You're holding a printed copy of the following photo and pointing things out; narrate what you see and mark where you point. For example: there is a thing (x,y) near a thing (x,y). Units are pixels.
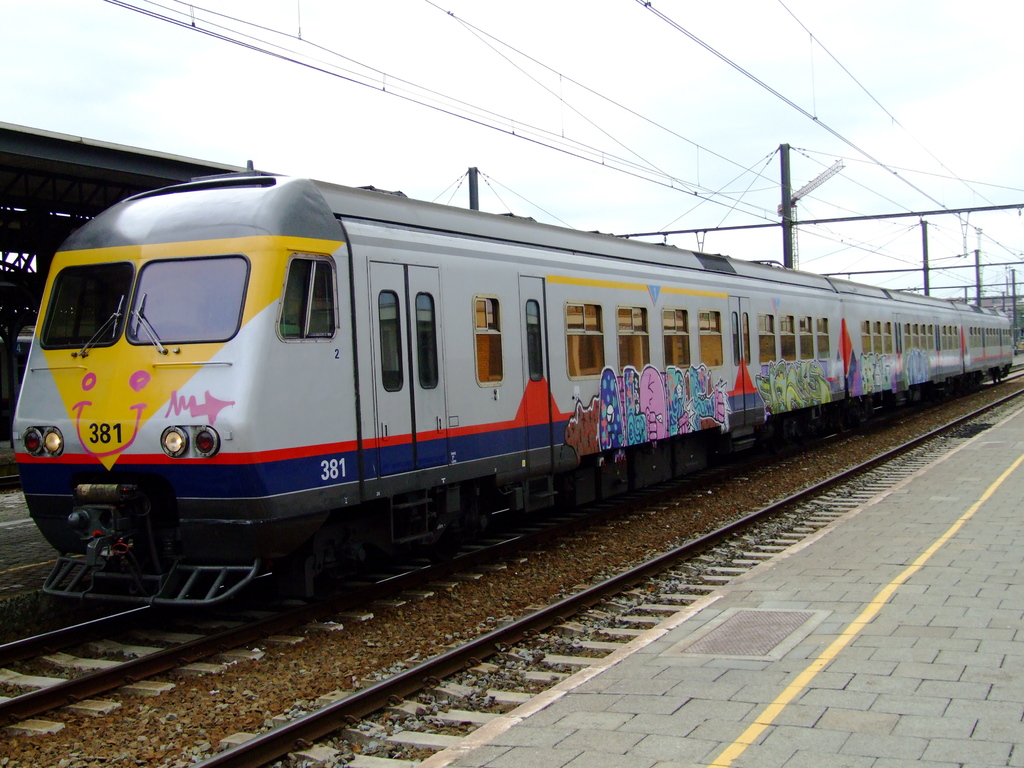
In the image there is a train (400,435) going on the left side (279,535) with a platform (737,582) on the right side (731,660) and above its sky (542,104).
